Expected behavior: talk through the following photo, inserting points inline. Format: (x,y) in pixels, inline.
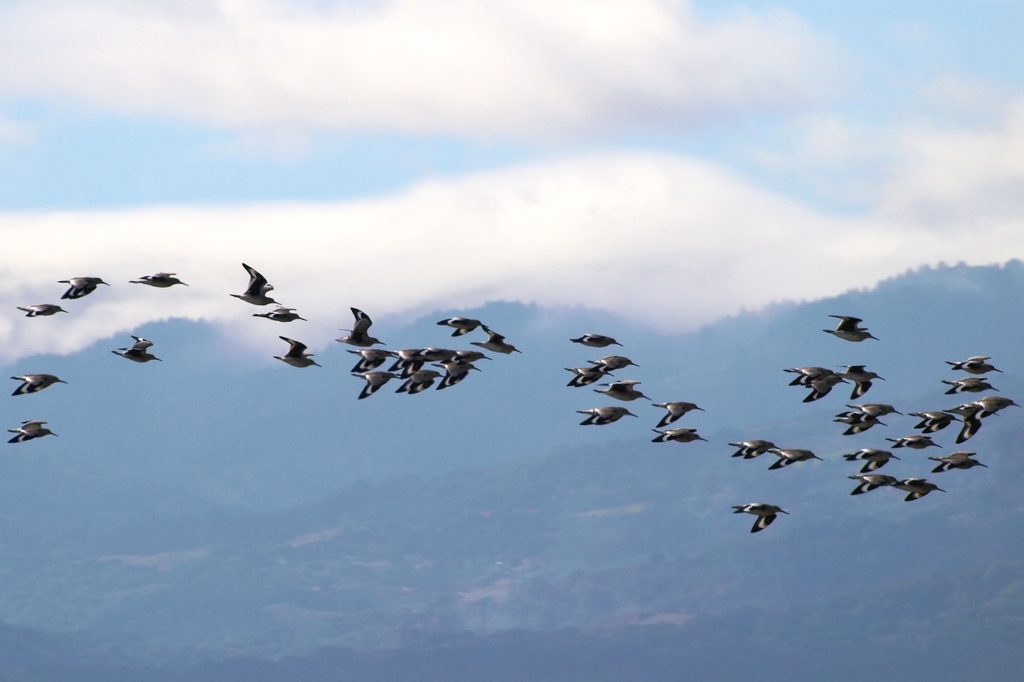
In this image, there are a lot of birds (741,510). We can see some hills (423,563) and the sky (613,209) with clouds (596,163).
